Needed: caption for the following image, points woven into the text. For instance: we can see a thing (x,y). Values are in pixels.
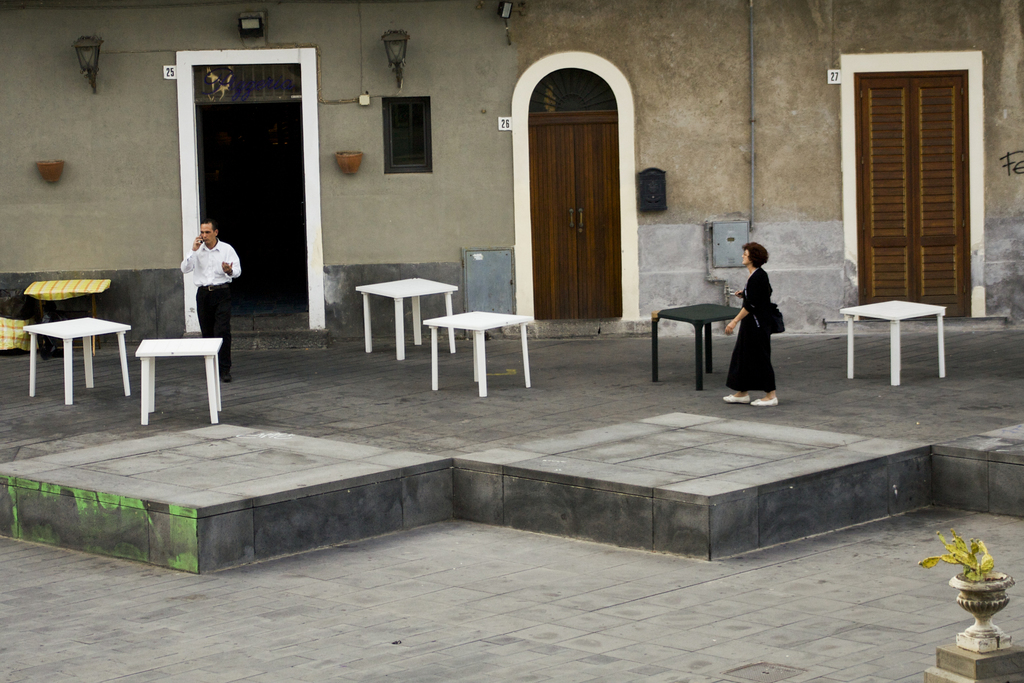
In this picture we can see two persons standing on the floor (689,429). These are the tables (942,349) and there is a door (591,259). And this is the wall (679,103).
